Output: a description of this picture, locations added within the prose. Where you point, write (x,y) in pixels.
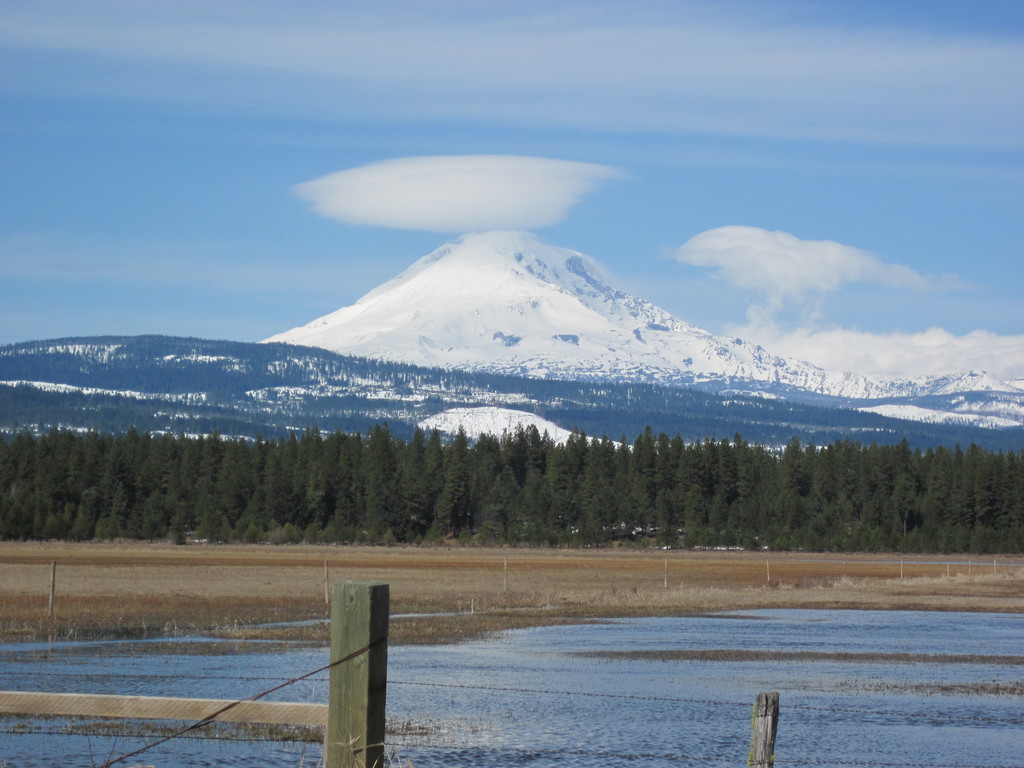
In this image I can see the water (535,701), few wooden poles (368,687), the ground (200,563), few trees (981,490) which are green in color, few mountains (529,382) and snow (485,350) on the mountains (790,379). In the background (939,24) I can see the sky (747,170).
